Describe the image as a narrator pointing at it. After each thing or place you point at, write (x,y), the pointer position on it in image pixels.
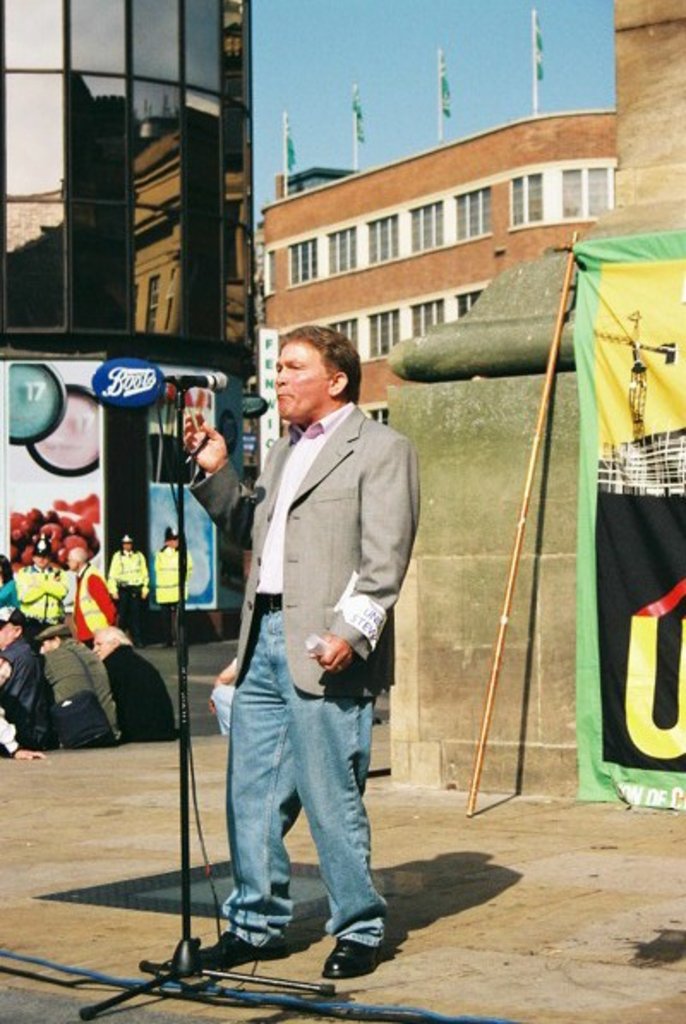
In this image, in the middle (368,530) there is a man (332,619), he wears a suit (321,594), shirt (290,469), trouser (262,833), in front of him there is a mic (182,577). In the background (59,584) there are people (115,580), flags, buildings (344,268), poles (440,117), sky (385,79).
